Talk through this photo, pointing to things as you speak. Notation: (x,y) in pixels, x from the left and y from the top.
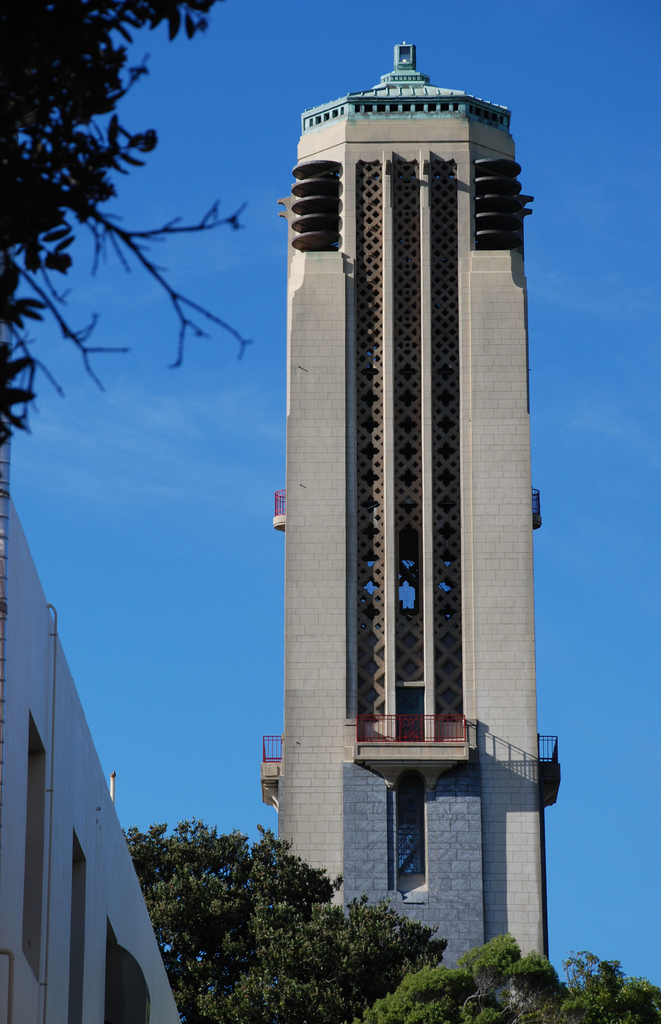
In this image, this looks like a building tower (432,631). These are the trees (256,933). On the left side of the image (79,820), I think this is a wall (92,819). Here is the sky (204,431).
